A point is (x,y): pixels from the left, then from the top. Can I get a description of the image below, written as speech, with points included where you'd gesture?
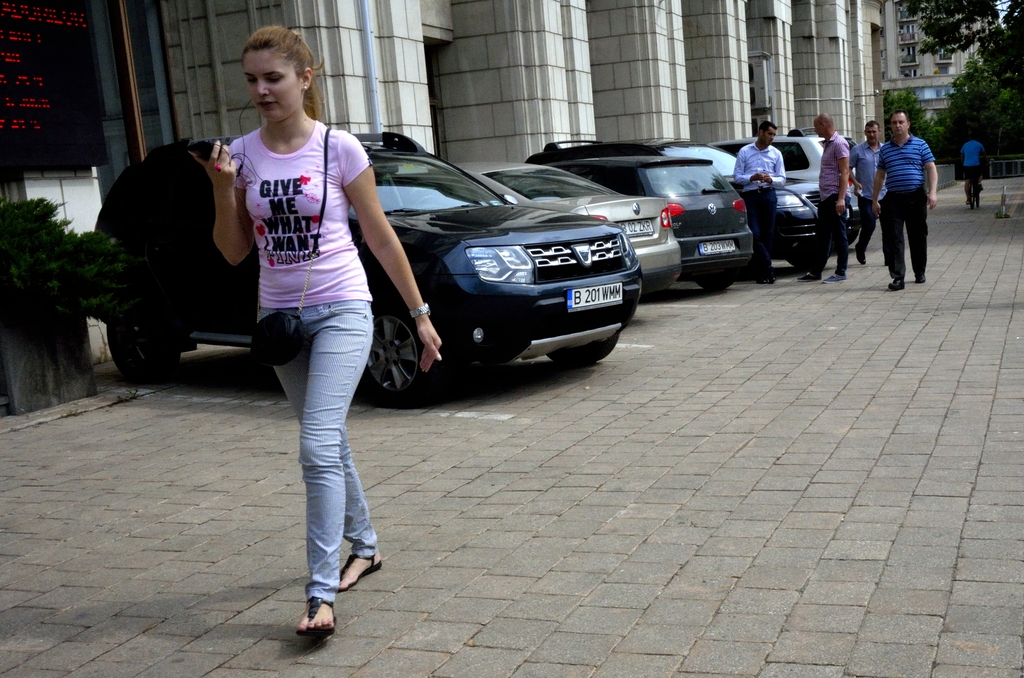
In this image I can see few vehicles (556,220) and I can see few people (304,175) are standing. I can also see few buildings (534,114), trees (997,41), a plant (93,295) and here on these cars (584,248) I can see something is written. I can also see she is holding an object (221,144) and I can see she is carrying a bag (303,318).
